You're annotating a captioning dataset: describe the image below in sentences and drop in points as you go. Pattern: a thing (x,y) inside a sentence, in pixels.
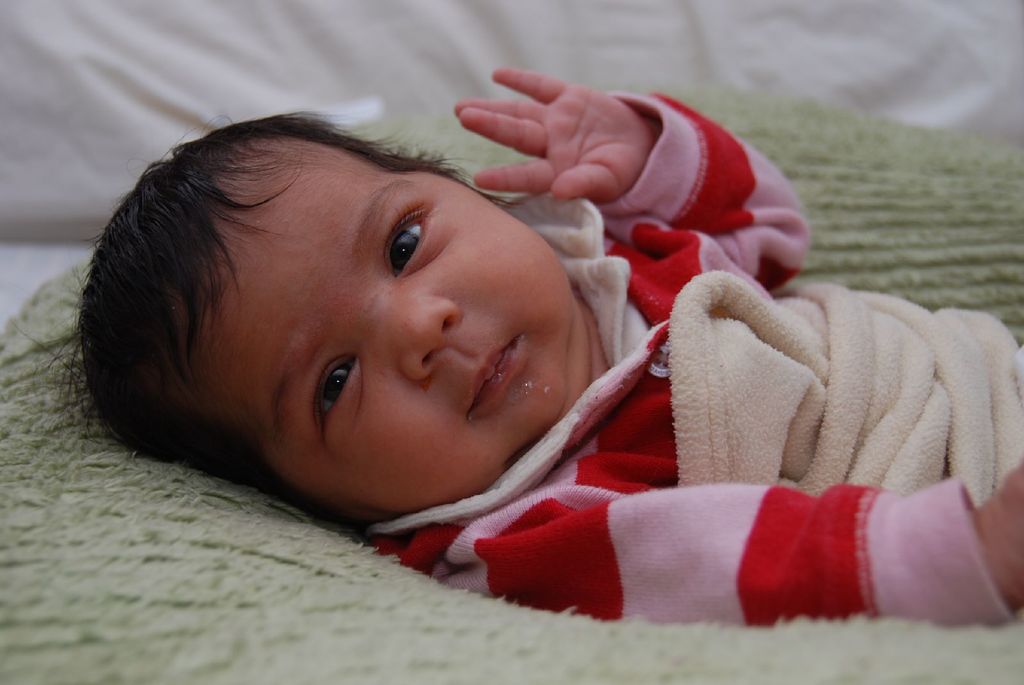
In this picture we can see the small baby (656,527) wearing pink and red color dress (638,548), lying on the bed (443,637) and looking to the camera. Behind there is a white pillow (357,70).
